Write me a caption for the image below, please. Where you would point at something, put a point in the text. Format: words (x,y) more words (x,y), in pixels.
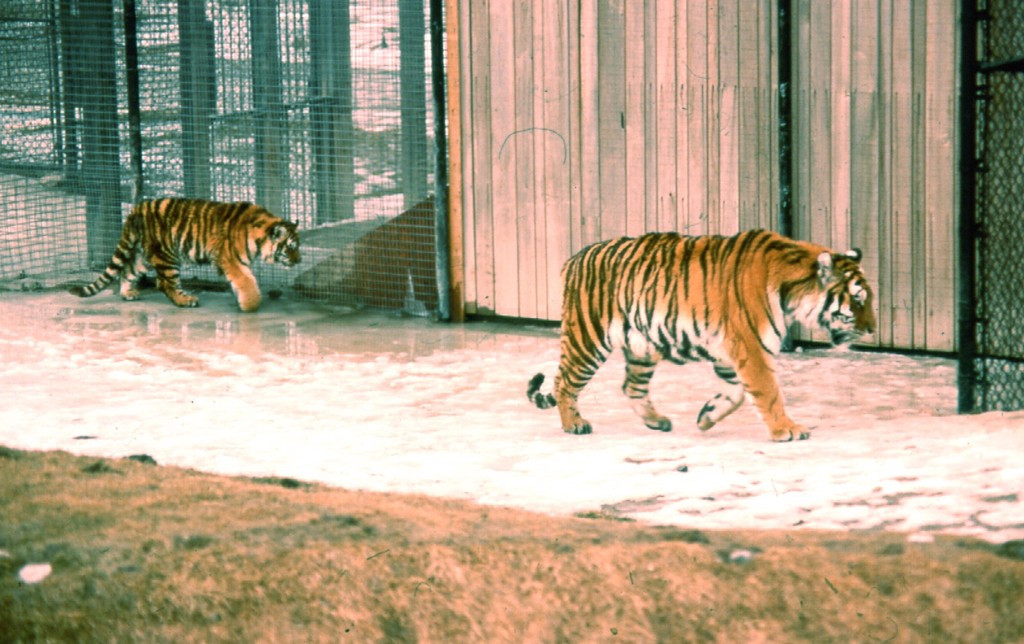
In this image there are tigers (158,261) walking on a floor (500,388), in the background (978,266) there is fencing (981,297) and a wooden wall (689,224), at the bottom (802,562) there is a grassland (774,585).
